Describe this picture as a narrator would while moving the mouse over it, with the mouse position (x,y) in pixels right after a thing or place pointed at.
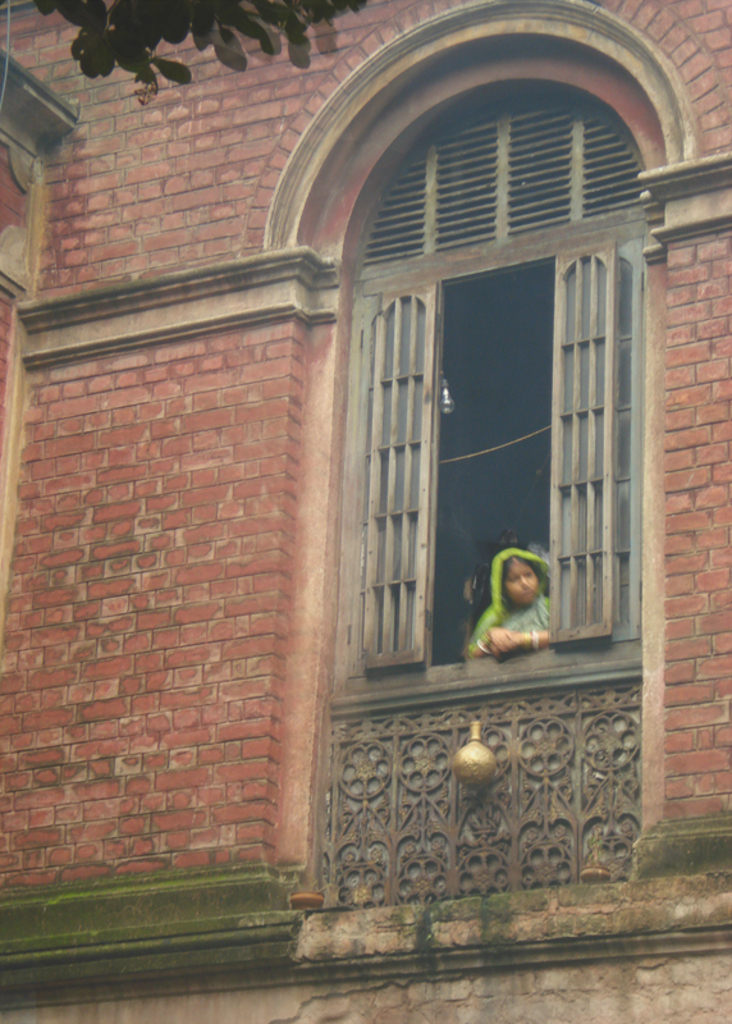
In this image I can see the building (183,622) which is brown in color which is made up of bricks (151,487). I can see the window (589,628) of the building (497,501) through which I can see a woman (488,652) wearing green colored dress (528,555) and a light bulb (443,383). I can see a gold colored object (487,752) to the building (467,698) and to the top of the image (114,17) I can see a tree (263,44).
